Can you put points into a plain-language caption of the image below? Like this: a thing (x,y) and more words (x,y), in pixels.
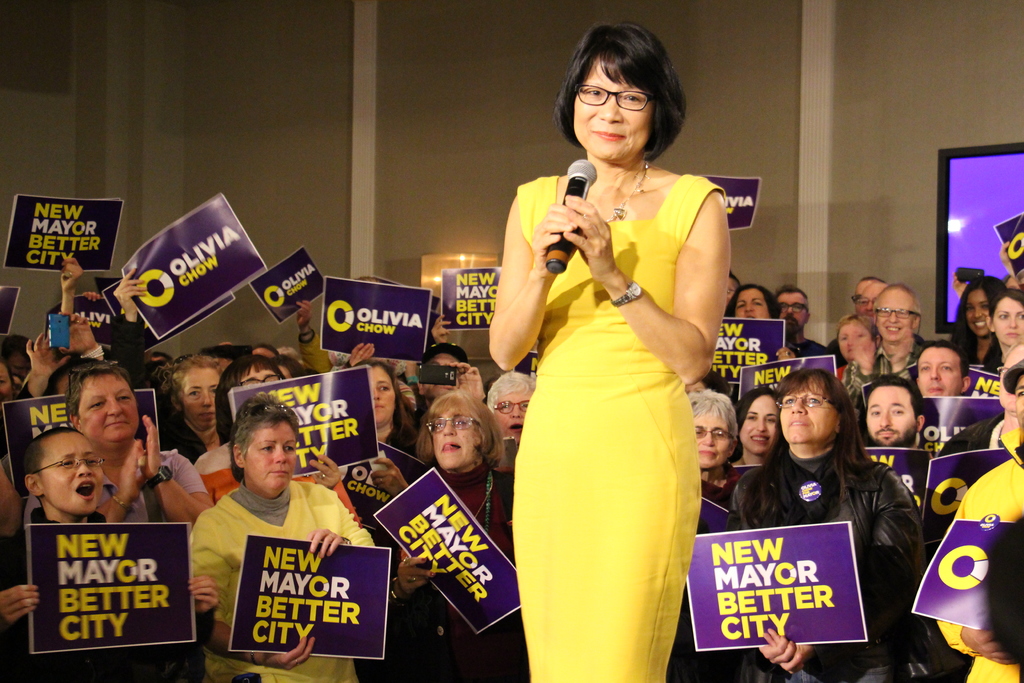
This image is taken indoors. In the background (402,113) there is a wall (922,174) and there is a television (945,204) on the wall (928,149). Many people (126,445) are standing and they are holding posters (148,572) with the text (332,605) on them and a few (467,370) are holding mobile phones (436,380) in their hands (76,349). In the middle of the image (527,317) a woman (567,340) is standing and she is holding a mic (581,175) in her hands (585,231).
